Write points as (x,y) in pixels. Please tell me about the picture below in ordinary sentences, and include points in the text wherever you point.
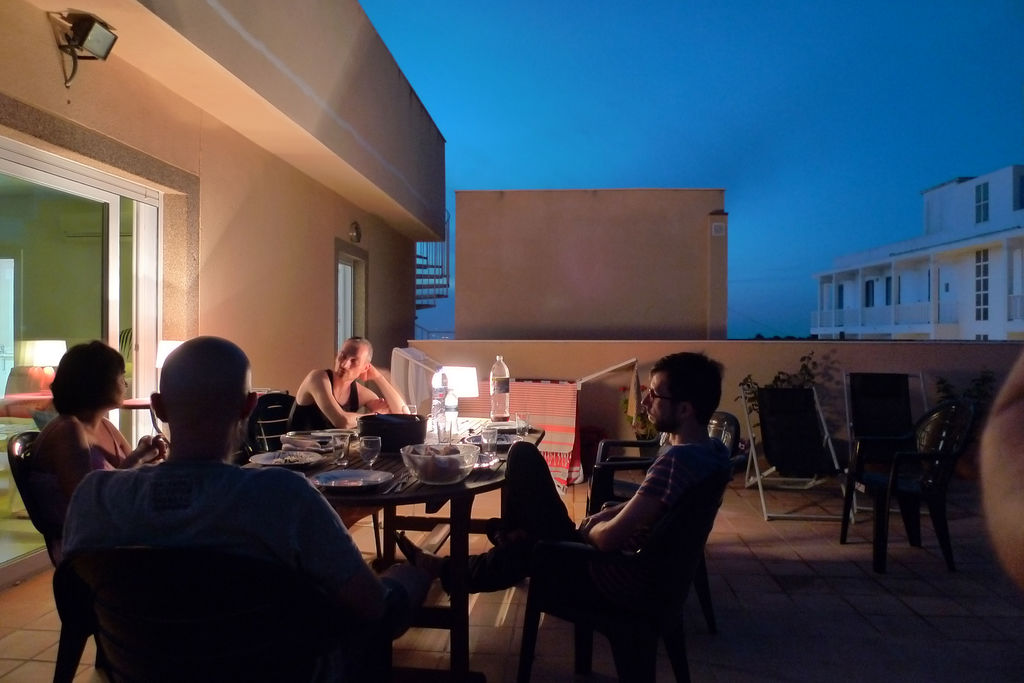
Here we can see group of people (79,439) sitting on chairs (633,580) with table (384,467) in front of them having plates (295,436) and bowls (425,456) of food (295,458) and water bottles (441,418) present on it we can see other chairs (871,429) present beside them, we can see light (453,378) present beside them, we can see other buildings (600,301) present.
